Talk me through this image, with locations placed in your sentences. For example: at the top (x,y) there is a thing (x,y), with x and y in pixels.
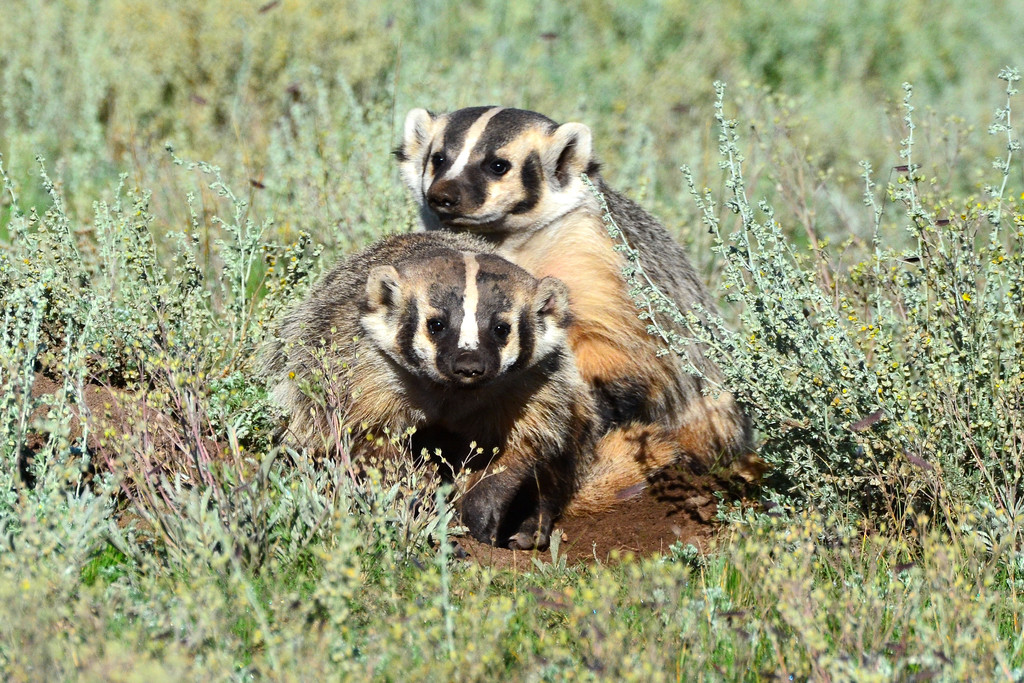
In this picture we can see two badgers (586,357) in the front (455,348), at the bottom (879,521) there are some plants (758,342).
